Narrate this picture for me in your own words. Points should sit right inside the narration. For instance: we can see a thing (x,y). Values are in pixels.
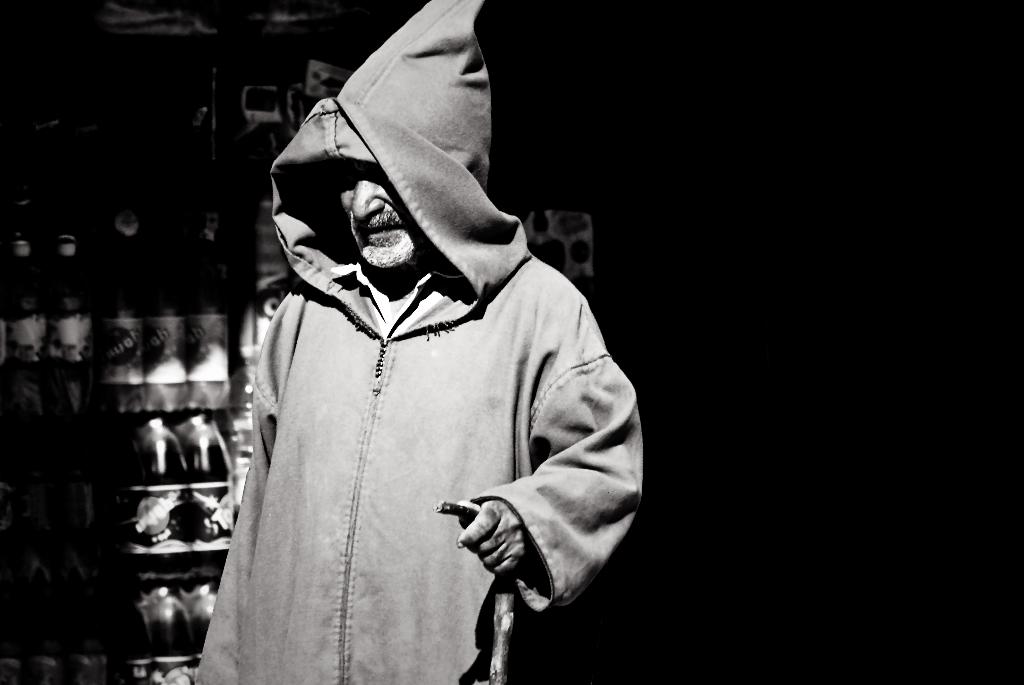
In this image there is a person (364,192) wearing a hooded jacket (394,157) is holding a stick (508,584) in his hand (509,568), behind the person (267,357) there are packed bottled drinks (184,306).
